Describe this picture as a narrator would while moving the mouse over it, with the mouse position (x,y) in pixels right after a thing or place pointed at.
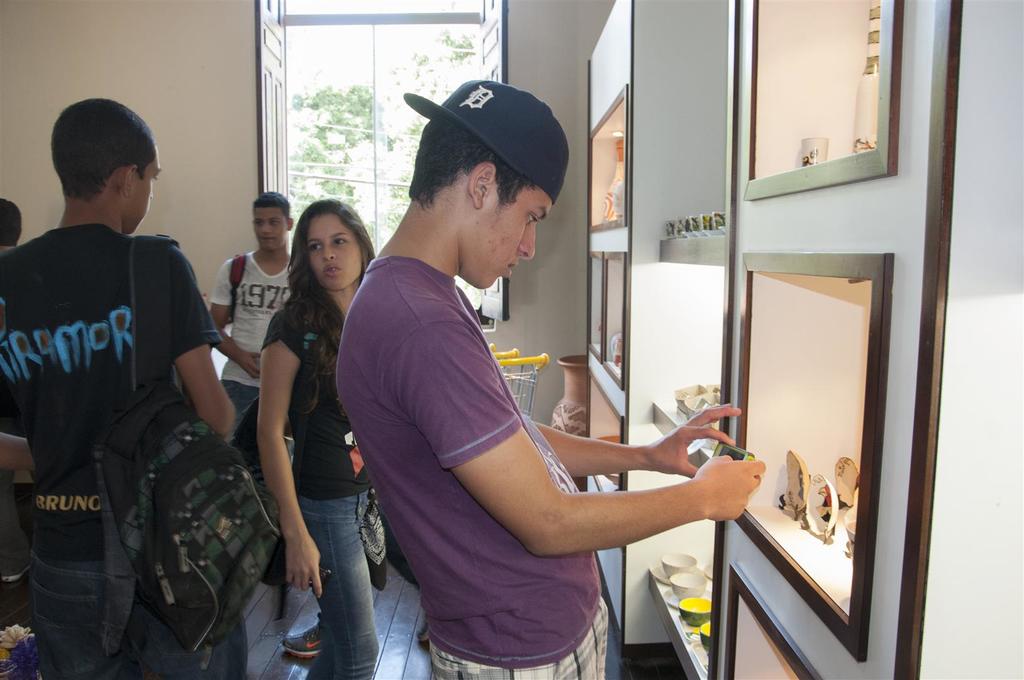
On the right side of the image (697,478) we can see a person's (489,489) standing at the cupboards (679,170). On the left side of the image (53,462) we can see a person's (46,451) standing on the floor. On the right side (705,615) we can see an objects (704,637) placed in the cupboards (610,241). In the background (573,61) we can see wall (195,88), window (287,88) and trees (340,90).
